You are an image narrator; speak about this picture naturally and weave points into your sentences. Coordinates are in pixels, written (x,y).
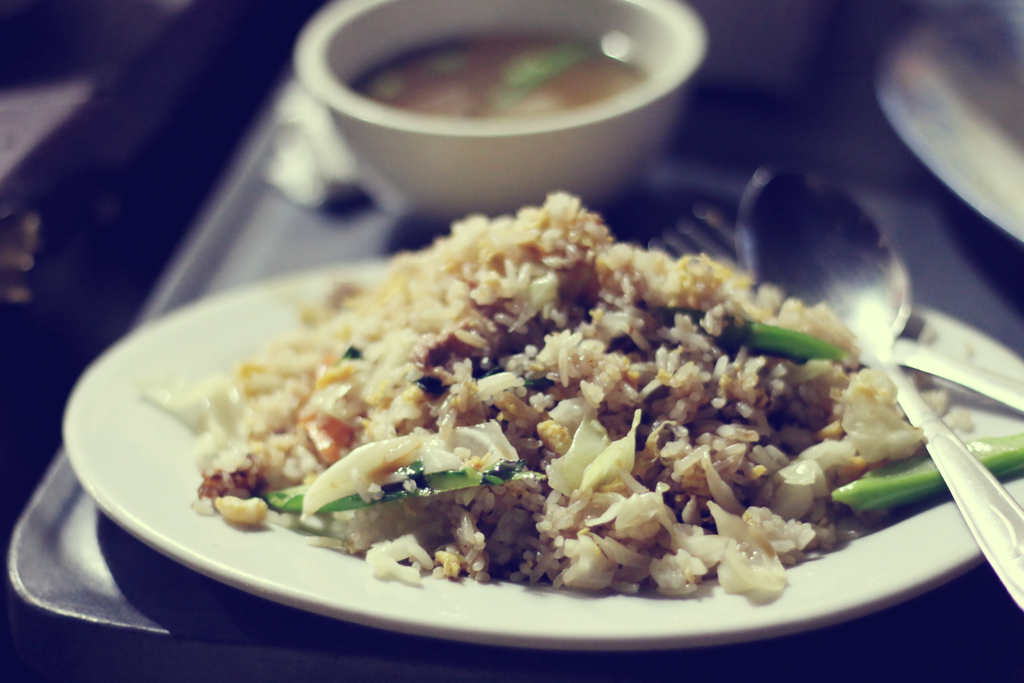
In this image we can see some food (591,473) on the plate (964,357). There is some soup (455,86) in the bowl (553,147). There is an object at the left side of the image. There are few spoons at the right side of the image (752,205). There are few utensils (938,130) in the image.
